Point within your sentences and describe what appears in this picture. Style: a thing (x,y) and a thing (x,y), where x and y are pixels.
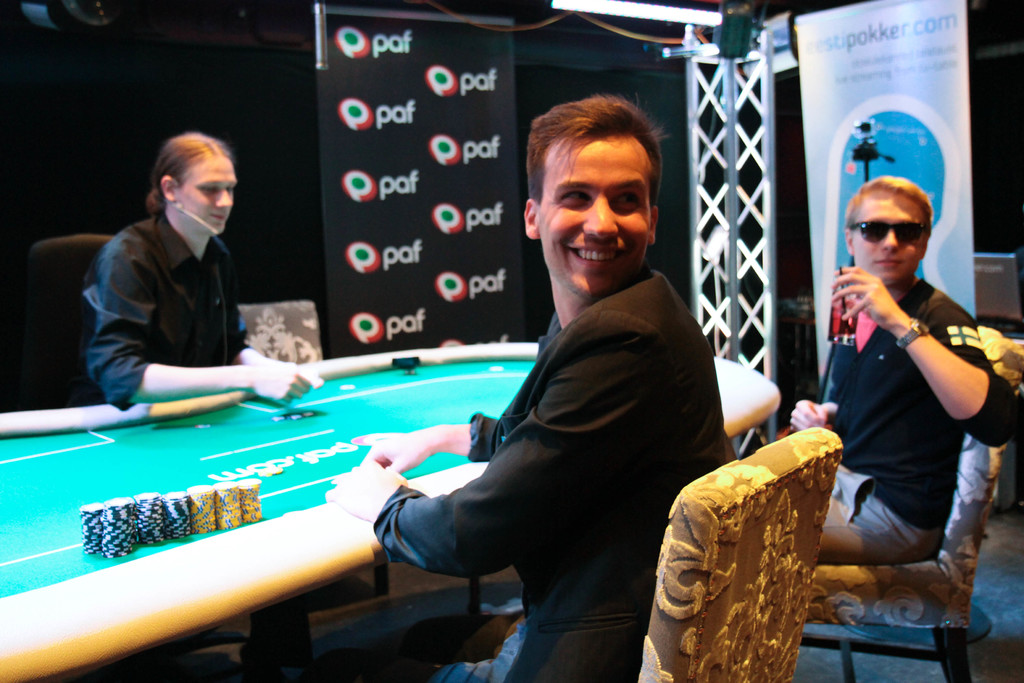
In this image I see 3 men (415,530), in which all of them are sitting and one of them is smiling and another one is holding a glass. In the background (819,313) I see a banner (333,121).
